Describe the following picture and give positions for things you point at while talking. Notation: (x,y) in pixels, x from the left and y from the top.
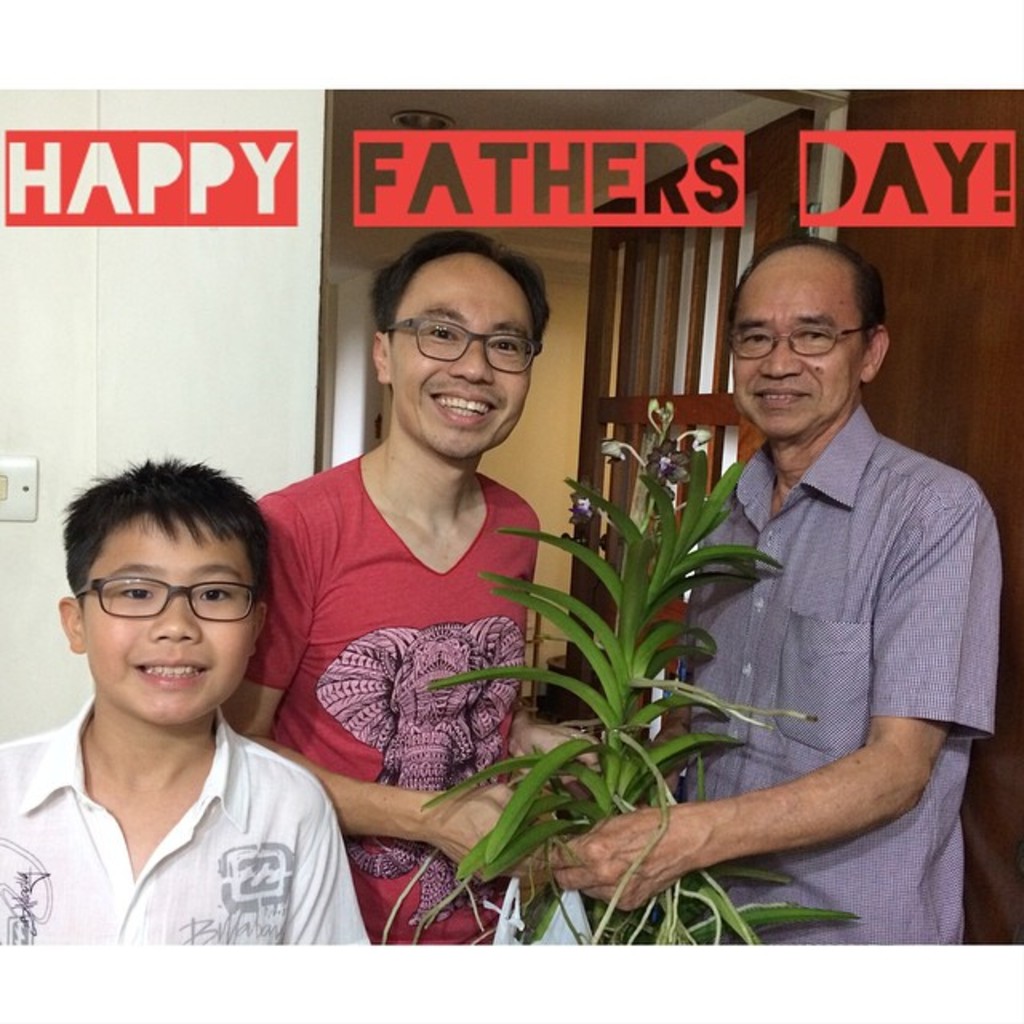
This picture describes about group of people (259,620), they wore spectacles (444,329), in front of them we can see a plant (544,798) in the cover (552,925), in the background (27,475) we can see a switch (11,489) on the wall (58,473), and also we can see some text (687,169).
